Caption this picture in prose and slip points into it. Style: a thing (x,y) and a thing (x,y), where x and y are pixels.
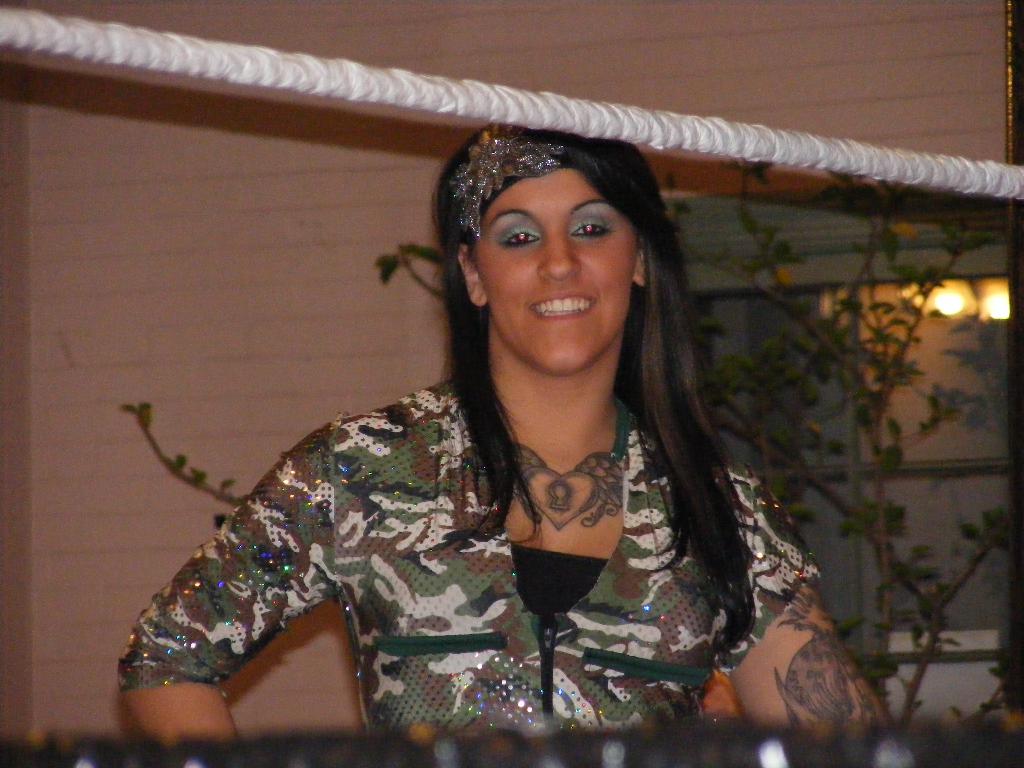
In this picture there is a woman (674,614) standing and there is a rope (550,105) in front of her and there is a plant (881,374) and a building (327,249) in the background (266,255).
